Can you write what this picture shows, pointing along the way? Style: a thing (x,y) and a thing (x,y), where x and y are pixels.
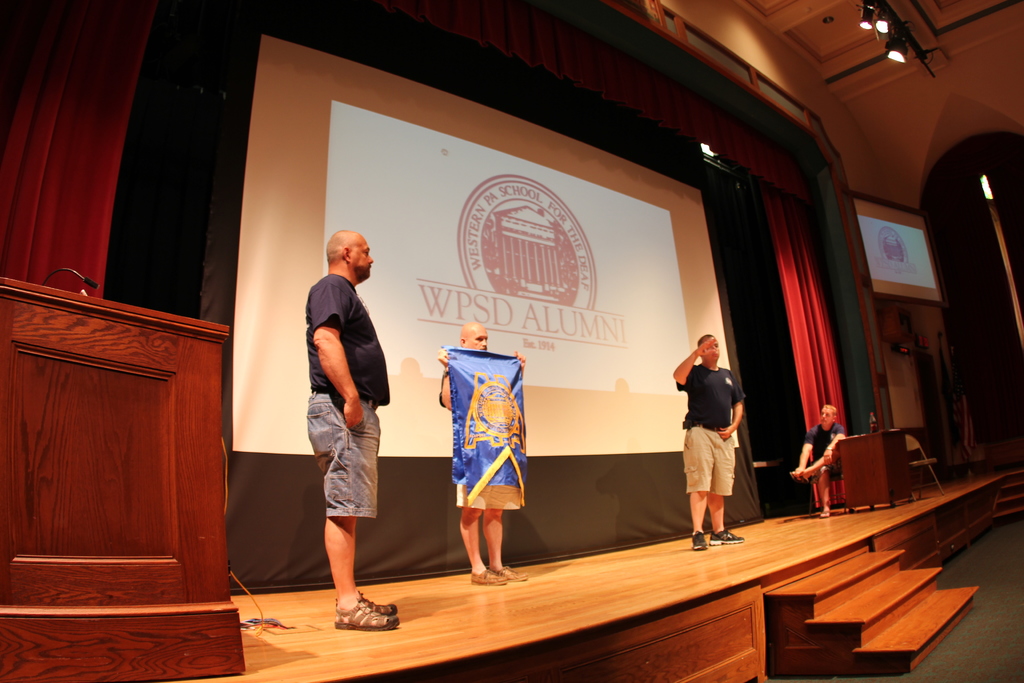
In this image there is a stage (596,599), there are people (813,432) on the stage (963,480), there is a person (469,532) holding an object (475,429), there is a podium (156,435) truncated towards the left of the image (89,577), there is a wire (254,601), there is a microphone (89,279), there is a curtain (78,194), there is a screen (541,248), there is text (542,302) on the screen (572,274), there are stairs (863,591), there is the roof (820,26), there are lights (892,31), there is a wall (911,87), there is a chair (915,460).
